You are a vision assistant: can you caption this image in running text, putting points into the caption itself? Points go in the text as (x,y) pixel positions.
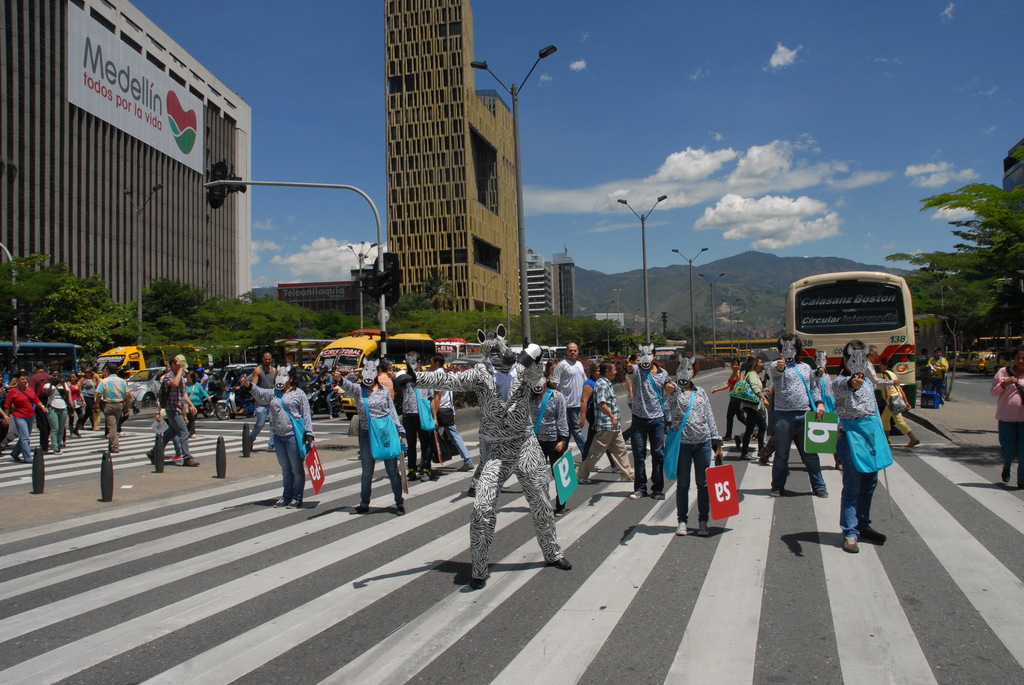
There are roads (396,521). On the roads (147,416) there are zebra crossings (297,511). Also there are many people (275,405). Some are wearing mask (786,348) and holding placards (834,434). There are many vehicles (400,337). In the back (482,268) there are light poles (523,203), buildings (400,202), trees (428,281), hills (735,268) and sky (707,124) with clouds (765,170). On the building (113,132) there is a name board (111,94).
